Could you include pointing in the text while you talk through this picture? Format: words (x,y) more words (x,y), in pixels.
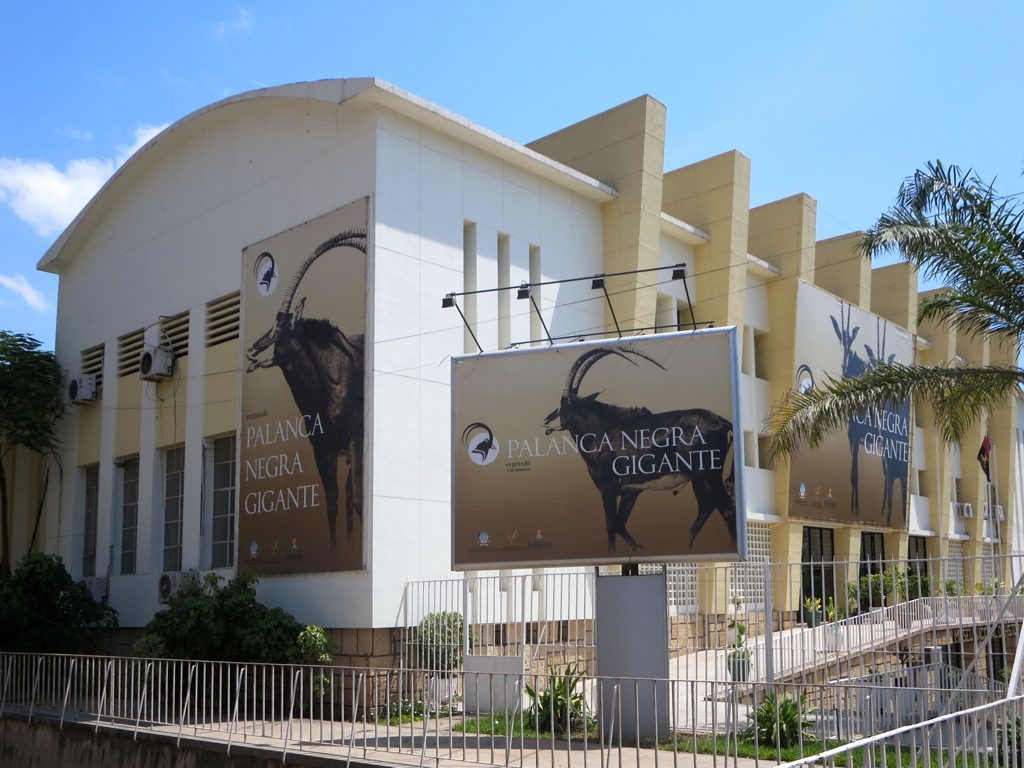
In this image we can see a building (424,283), there are windows (226,300), air conditioners (998,511), there are some boards (564,422) with text (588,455) and images (490,452) on them, there are plants (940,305), trees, railings (906,600), also we can see the sky (763,94).
